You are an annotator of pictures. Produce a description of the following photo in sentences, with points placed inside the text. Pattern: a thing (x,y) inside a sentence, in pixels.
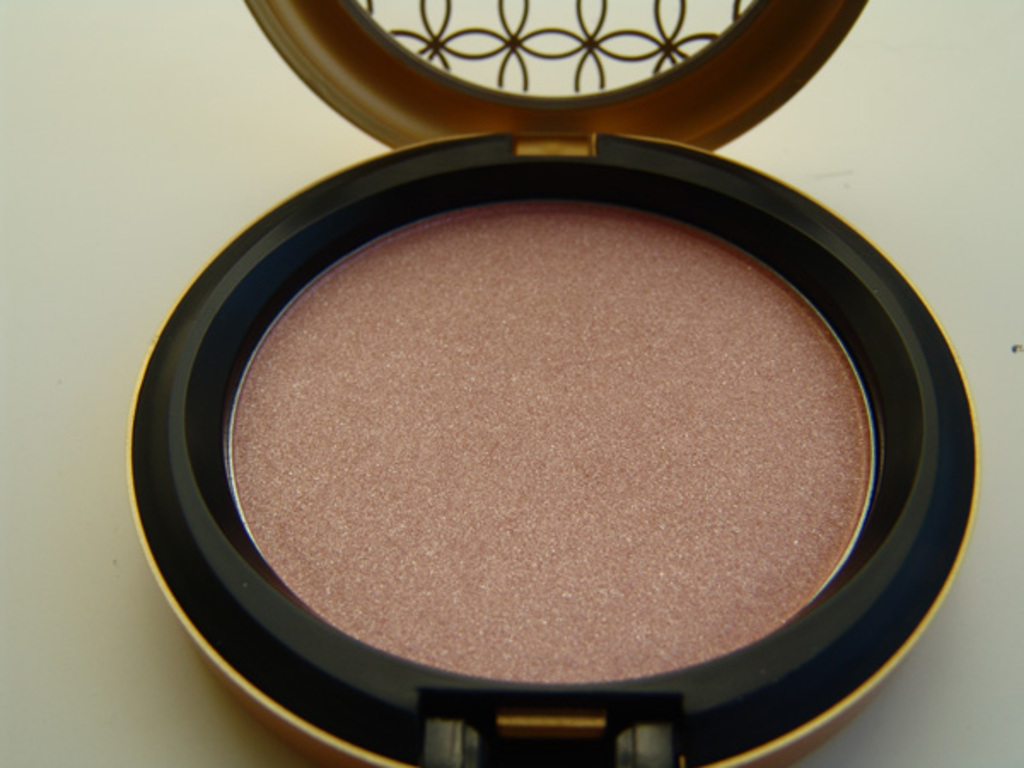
In this picture we can see a Rose gold colored powder (437,369) in a compact (208,463).
